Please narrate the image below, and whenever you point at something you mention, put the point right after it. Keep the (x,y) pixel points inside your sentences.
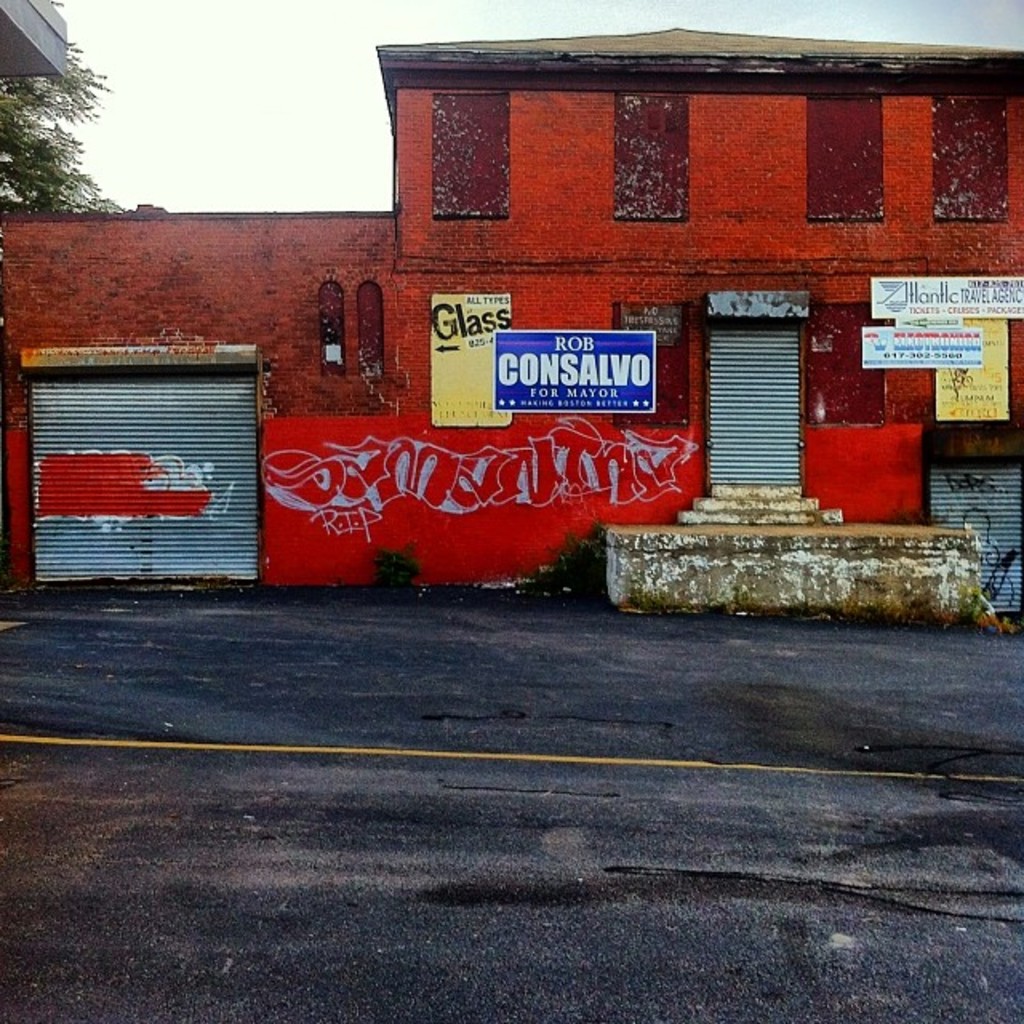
As we can see in the image there are buildings (532,310), posters (648,360), rolling shutter (216,435) and tree (39,98). On the top (280,79) there is sky (294,66).
